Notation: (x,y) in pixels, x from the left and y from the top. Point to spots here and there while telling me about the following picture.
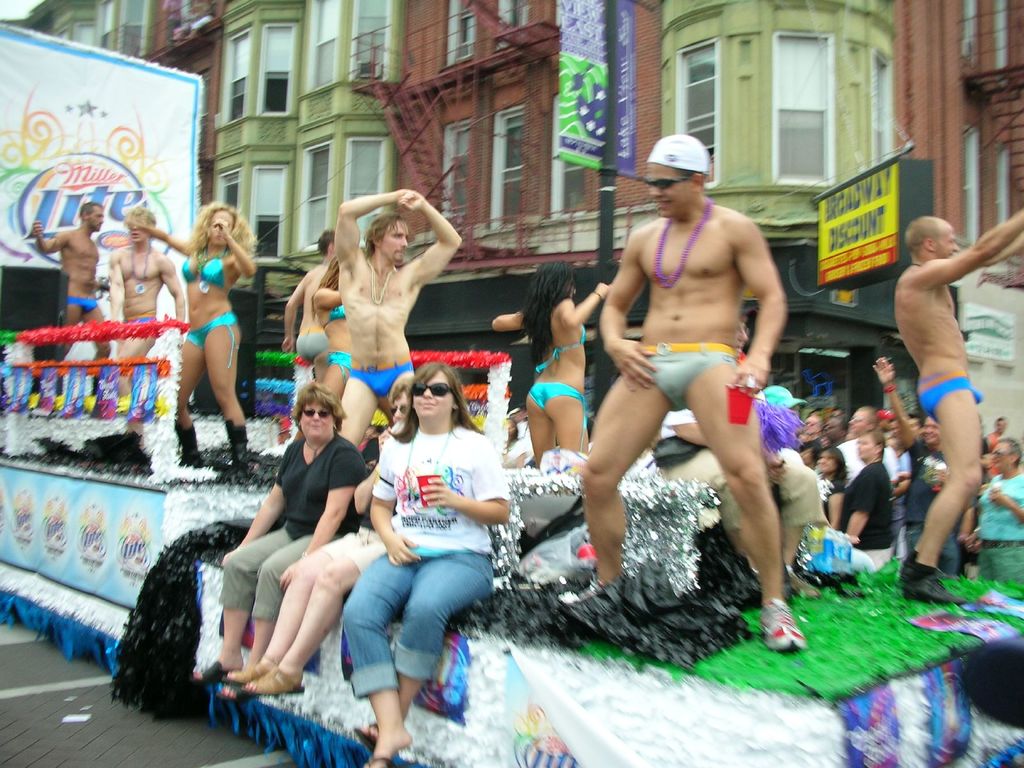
In this picture there is a truck (471,408) in the center (493,381). On the truck (867,712), there are people (435,229) dancing. On the truck (658,514) there are three women (389,488) sitting at the end. In the background (541,229) there is a building (508,136) with windows (889,83).
